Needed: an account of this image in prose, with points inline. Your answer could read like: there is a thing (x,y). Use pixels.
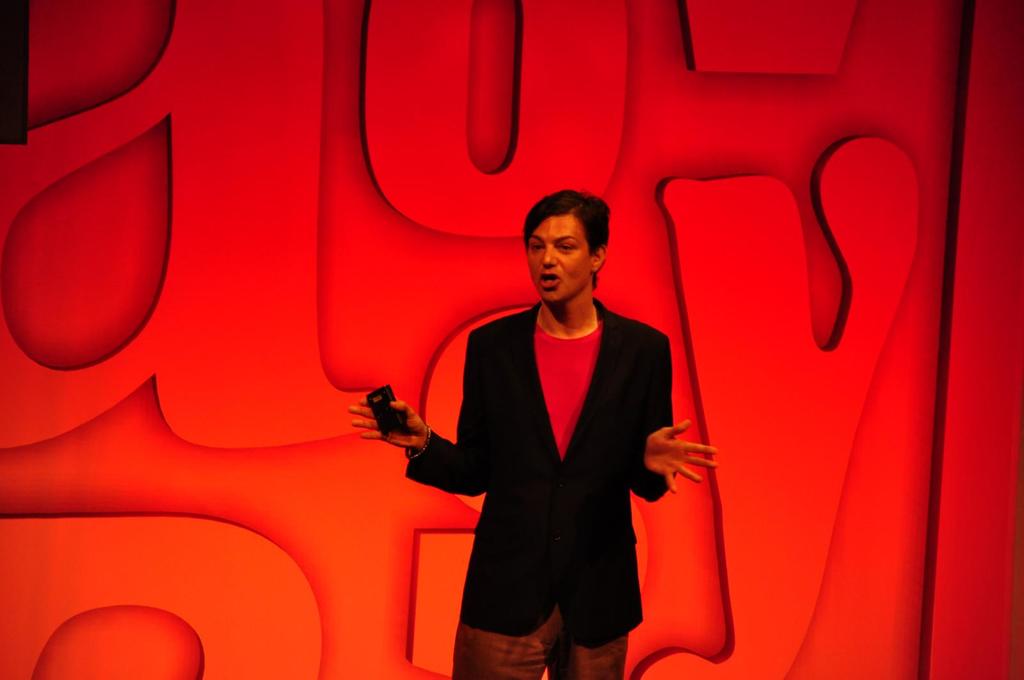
In this I can see there is a person (562,286) talking and holding an object (390,412). And at the background (283,221) there is a wall (749,309) with letters (732,371).
